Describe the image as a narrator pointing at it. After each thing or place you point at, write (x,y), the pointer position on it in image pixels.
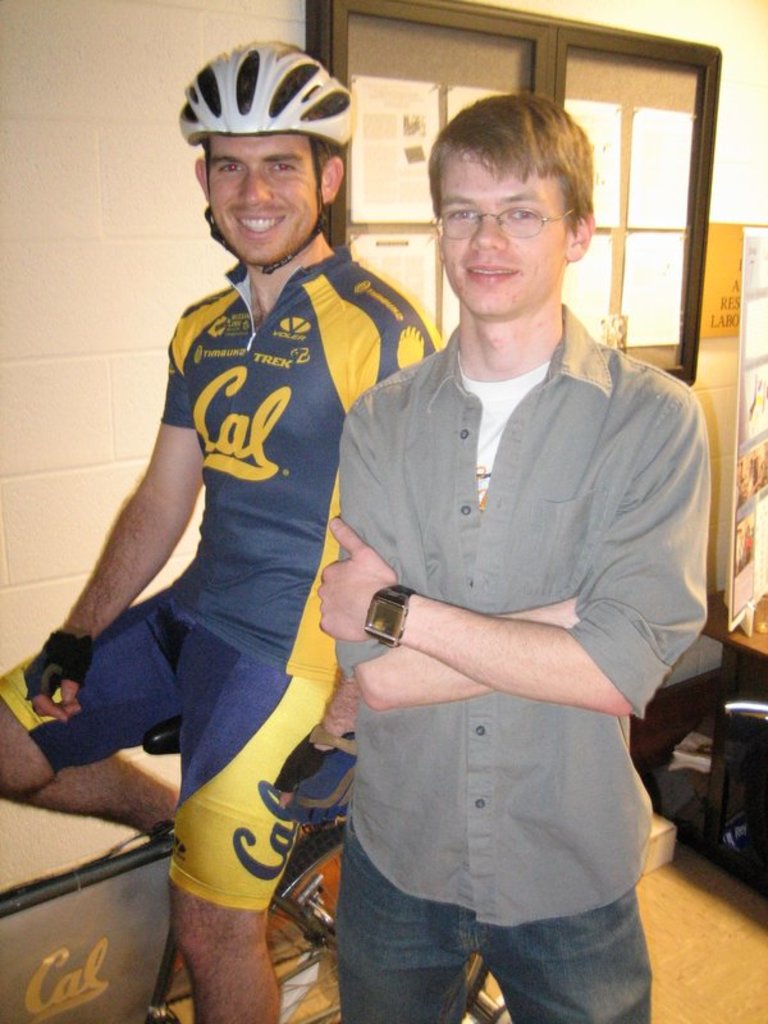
In the picture there are two men (252,574) both of them are smiling the second man (206,394) is sitting on a bicycle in the background (172,232) there is a notice board (350,78) and a wall (70,258).
